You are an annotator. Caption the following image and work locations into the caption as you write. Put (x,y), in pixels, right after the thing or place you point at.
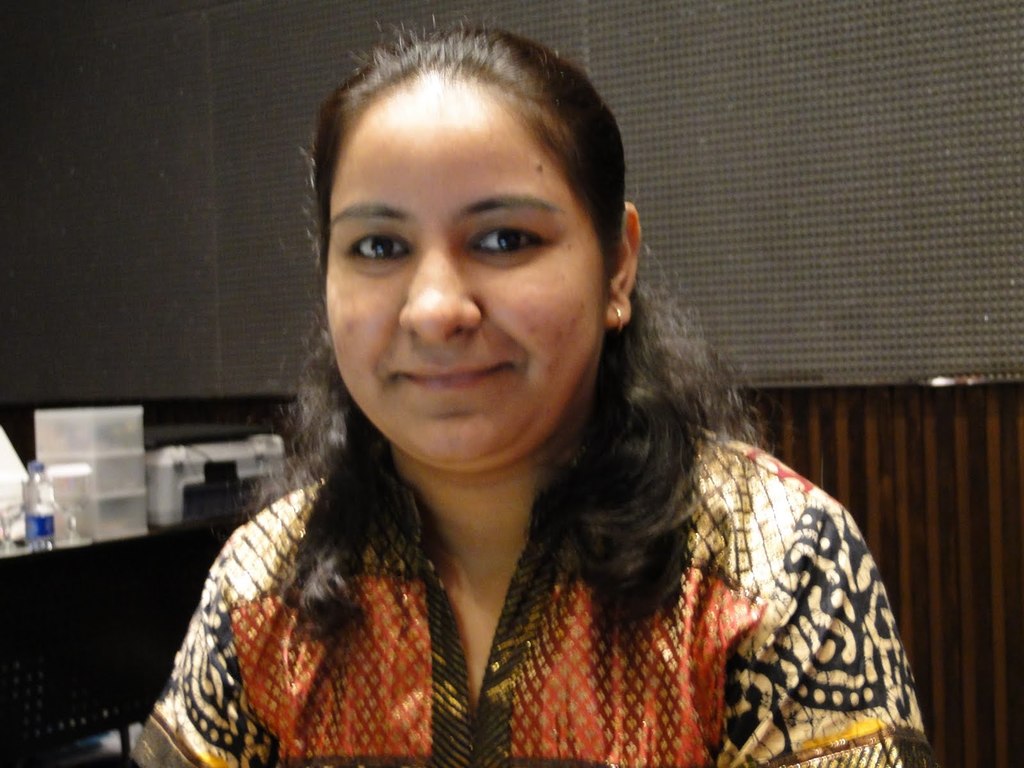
In this image we can see a woman (374,454). In the background (40,532) on the left side (8,475) we can see water bottle (31,517) and objects (126,438) are on a platform (150,533). We can see boards (613,83) and wall (882,459).
